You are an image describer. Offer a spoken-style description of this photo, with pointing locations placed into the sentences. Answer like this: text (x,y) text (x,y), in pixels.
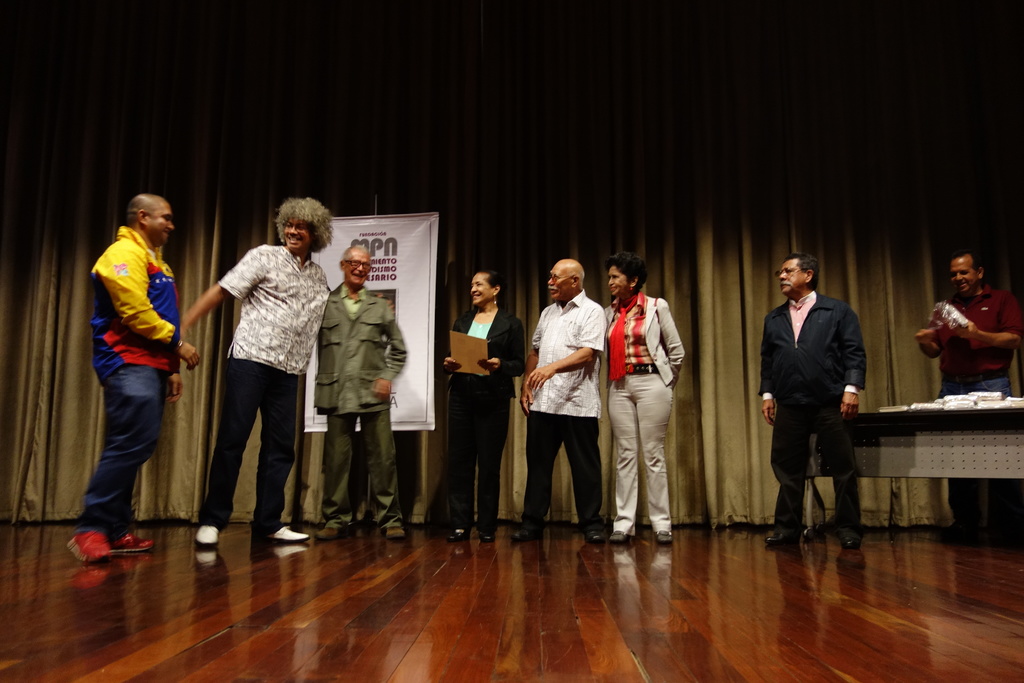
In this image there are people (853,495) standing on the floor (535,607). Behind them there is a banner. There are curtains (910,243). On the right side of the image (980,412) there is a table (866,450). On top of it there are few objects (978,398).
